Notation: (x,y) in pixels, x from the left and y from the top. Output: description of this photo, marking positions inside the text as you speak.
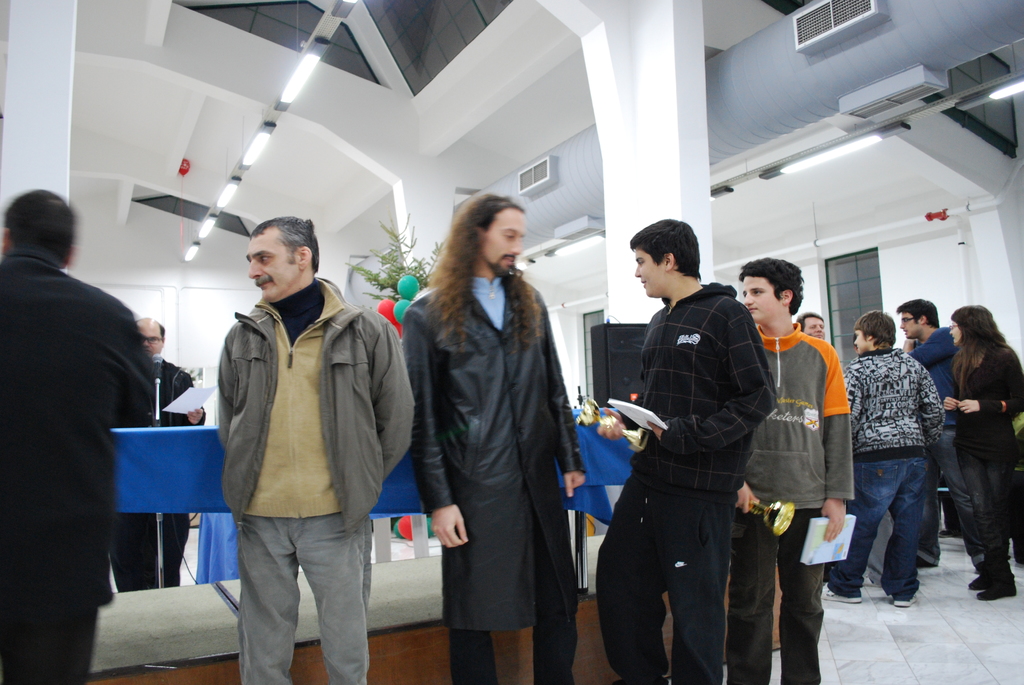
In this image there are people (758,628) standing on the floor (872,638). There is a table (144,479) with blue color cloth (150,466) on it. On top of it there is a mike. There is a speaker (621,381). Behind the table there is a plant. There are balloons (400,523). In the background of the image (191,309) there is a wall (193,330). On the right side of the image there are windows (878,289). On top of the image (261,128) there are lights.
